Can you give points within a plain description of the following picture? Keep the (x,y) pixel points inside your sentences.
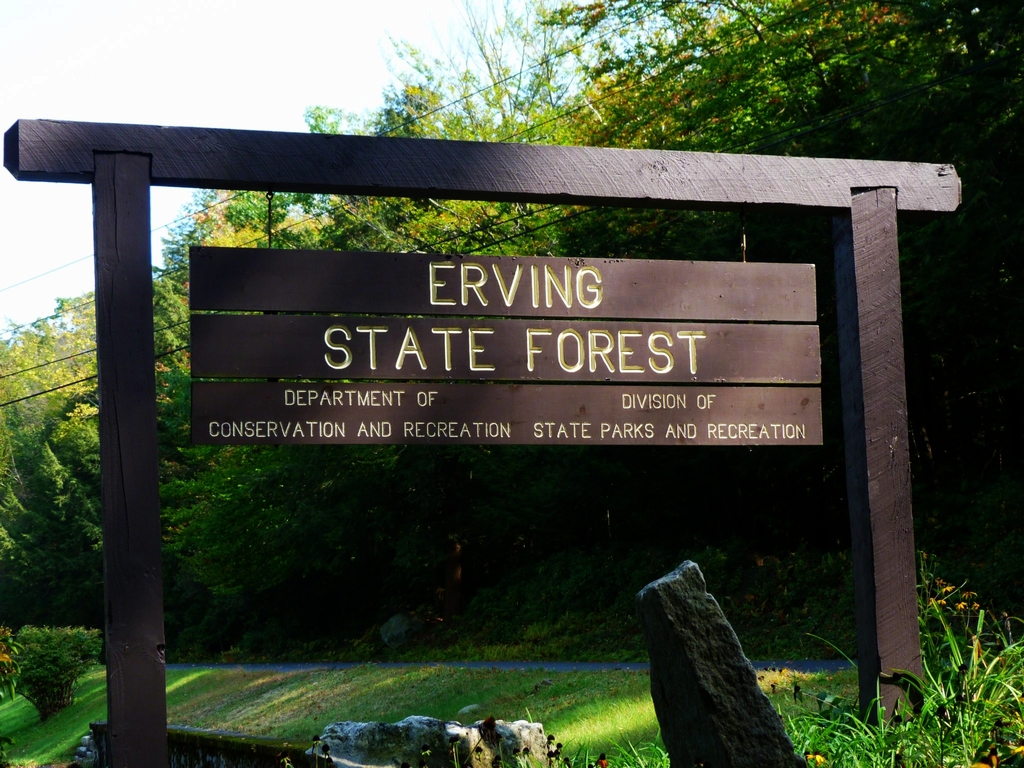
In this picture I can see a board (280,276), there are plants (644,758), trees (1004,125), cables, and in the background (272,33) there is sky (362,20).
